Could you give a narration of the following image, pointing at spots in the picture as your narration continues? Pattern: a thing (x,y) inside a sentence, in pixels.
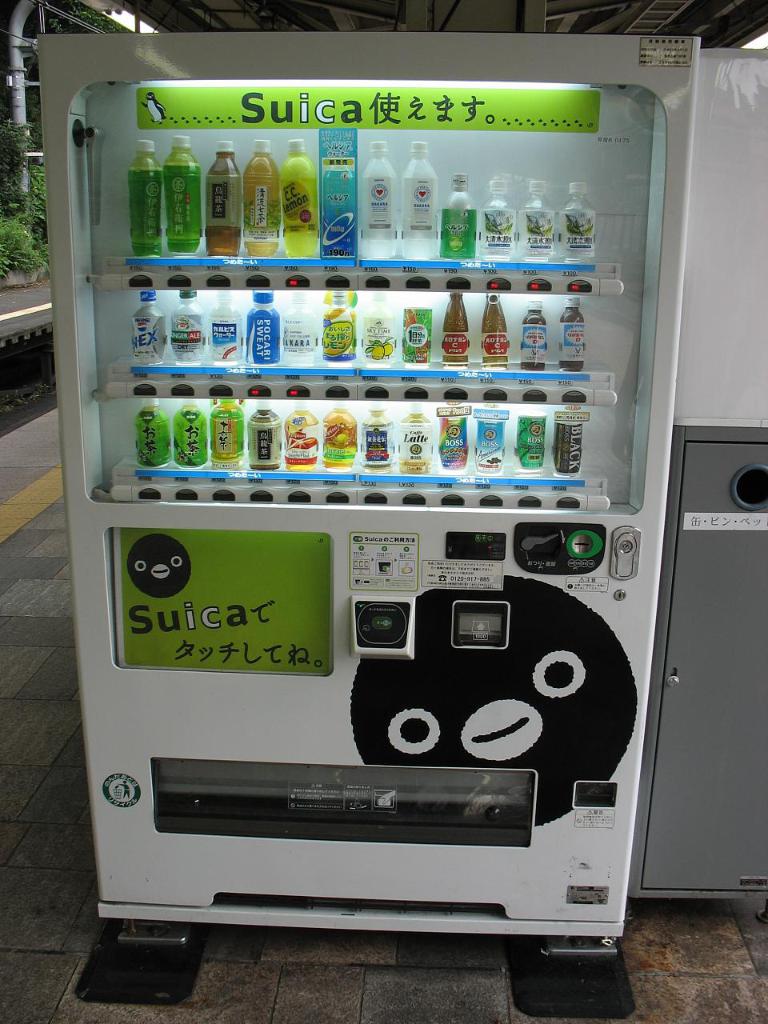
In this picture we can see a machine (124,792) on the floor (50,537), bottles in racks (547,275) and in the background (9,143) we can see plants (5,174), pipe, roof (104,1) and some objects (3,393).
